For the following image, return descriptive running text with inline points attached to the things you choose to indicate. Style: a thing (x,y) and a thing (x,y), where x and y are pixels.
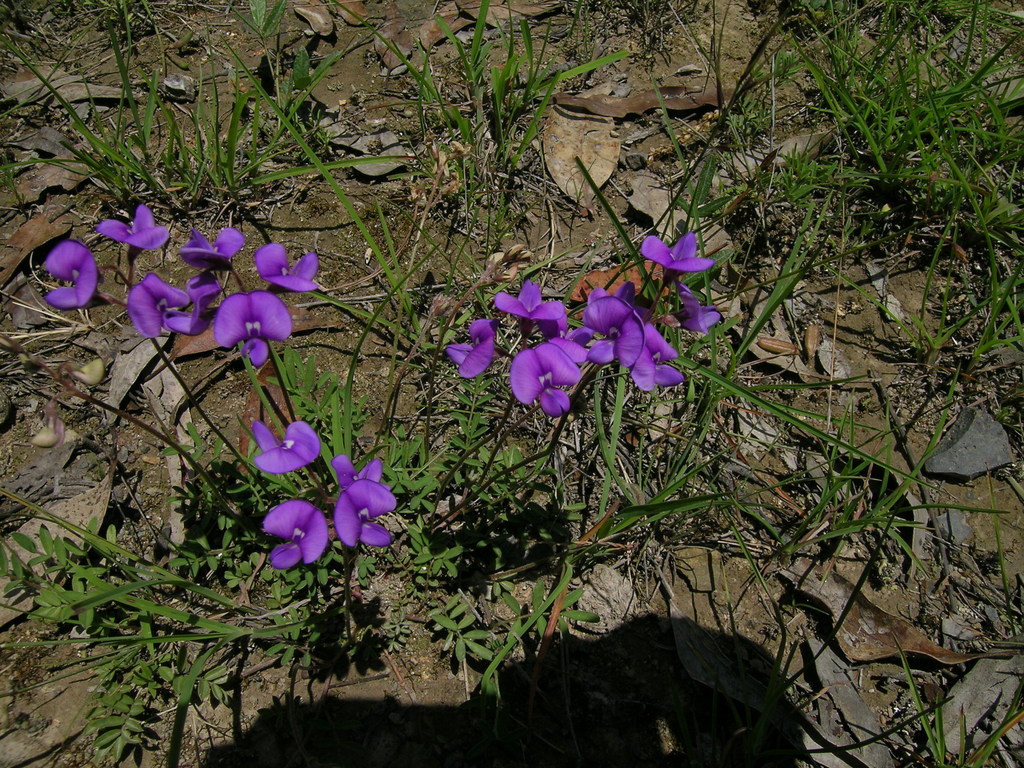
In this image we can see few plants (417,475) with flowers (627,344) and dry leaves (636,105) on the ground (329,316).
